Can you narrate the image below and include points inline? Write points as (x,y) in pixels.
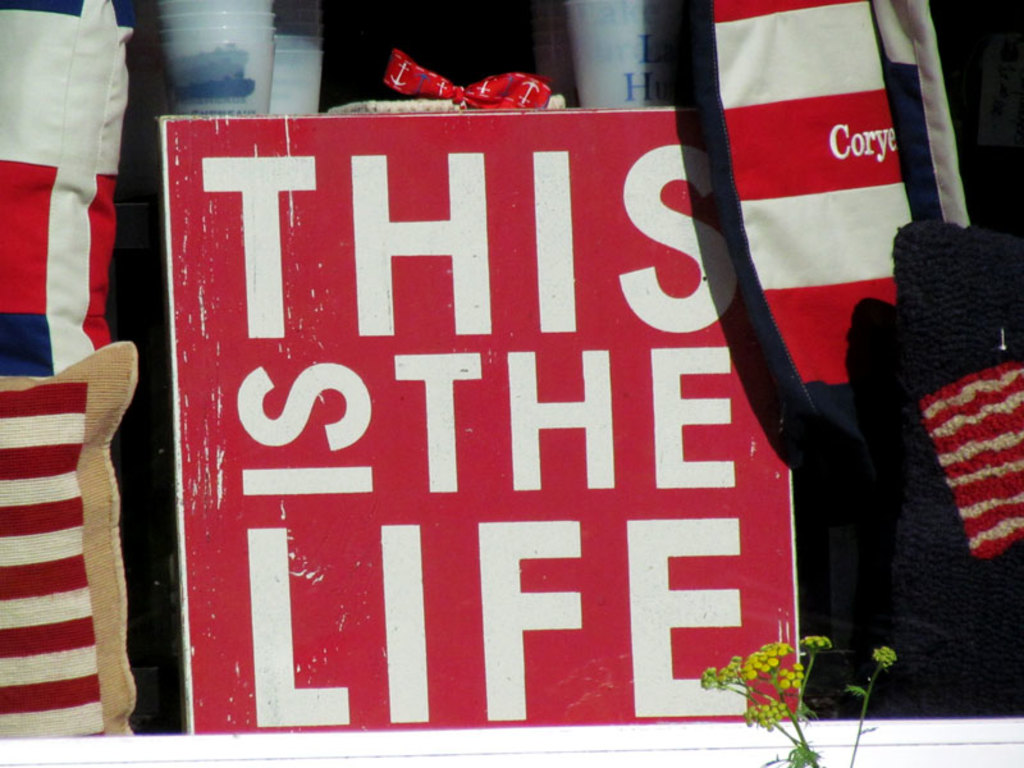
In this image we can see many objects (433,385). We can see some text (511,433) on the board (244,433). There is a plant (786,704) at the bottom of the image (805,709).
